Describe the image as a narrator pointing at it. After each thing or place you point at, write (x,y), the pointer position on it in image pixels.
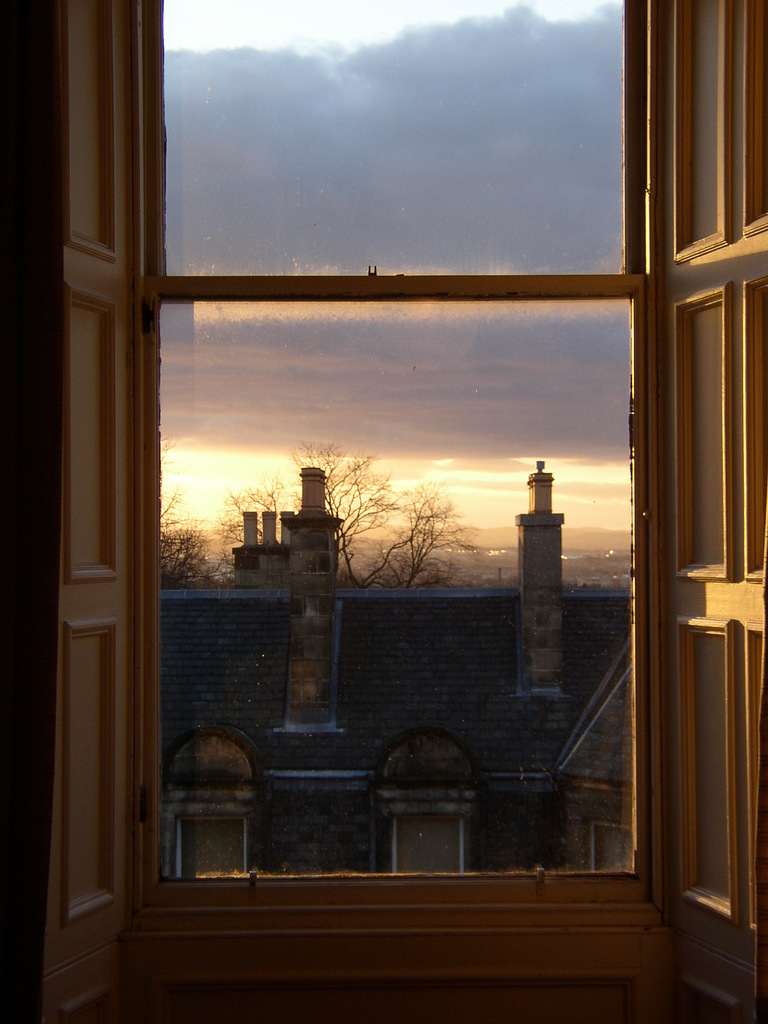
In this image we can see the glass windows (307,808) through which we can see building (359,704), trees (368,527) and the sky (390,341) with clouds (363,338) in the background (290,338).
